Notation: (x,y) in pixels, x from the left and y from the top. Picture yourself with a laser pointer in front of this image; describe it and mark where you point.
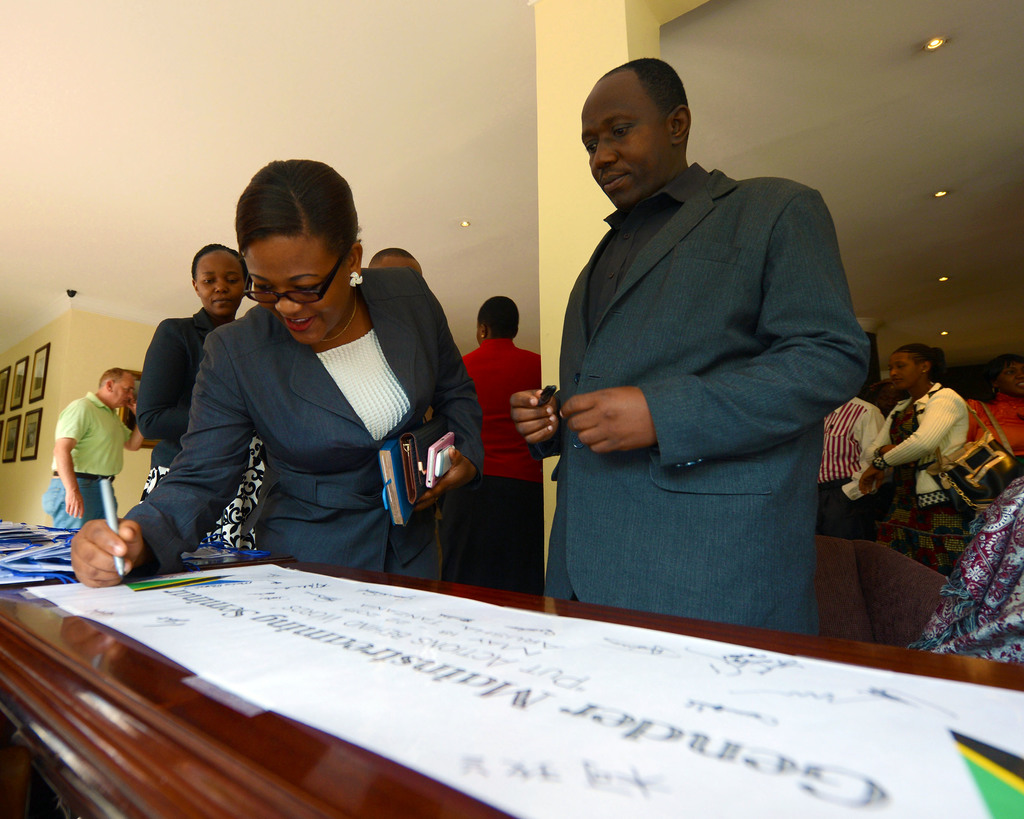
In the center of the image (398,544) there is a lady (212,350) wearing a suit (359,534). she is writing something on the paper (148,627). Beside her there is a man (615,218) wearing suit (729,422). At the background of the image (893,504) there are many people (501,350) standing. At the top of the image (185,3) there is roof (195,116). At the left side of the image (62,315) there is a wall (0,495) on which there are photo frames (25,363).
